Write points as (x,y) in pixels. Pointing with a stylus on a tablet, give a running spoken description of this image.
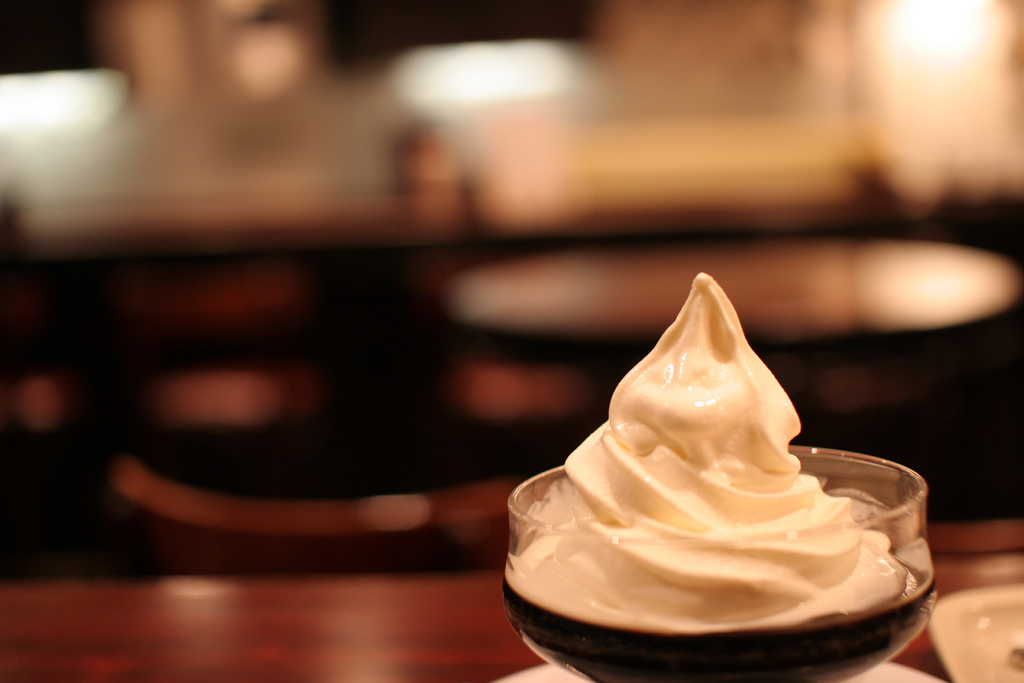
In this image, we can see an ice cream (704,526) in the glass (569,638) and there are some other objects (966,644), which are placed on the table (279,632) and the background (212,245) is blurry.
